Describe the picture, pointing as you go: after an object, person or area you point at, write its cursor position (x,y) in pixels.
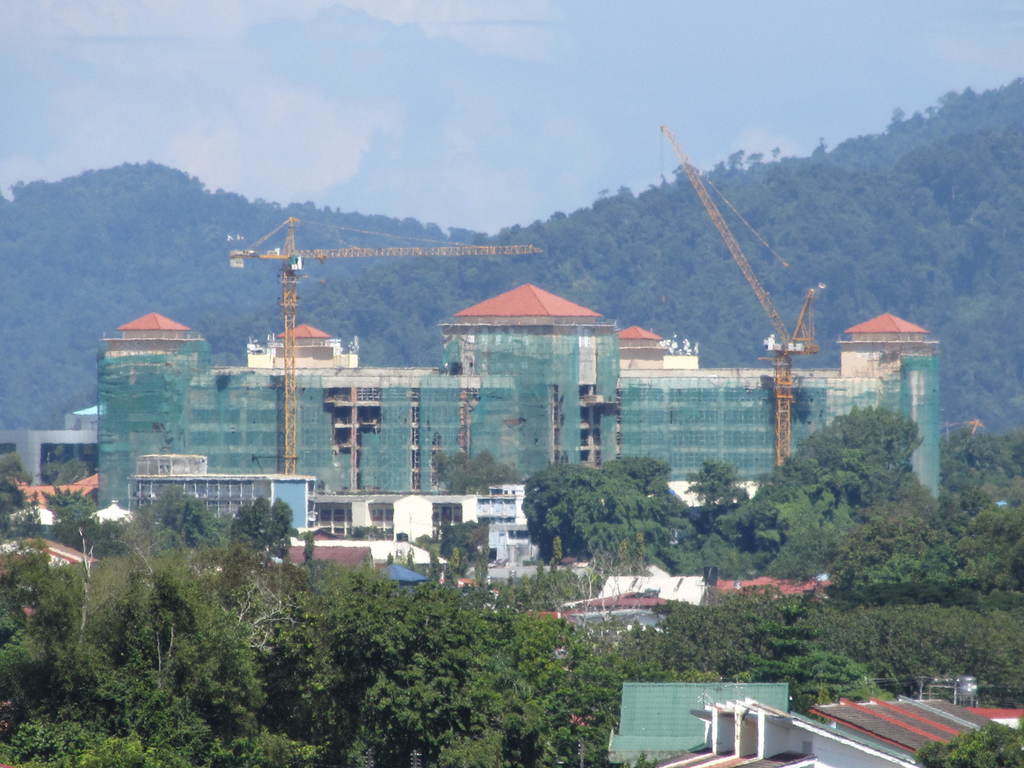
In this image there are few buildings (197,468), houses (623,621), trees (98,583), cranes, mountains (948,244) covered with trees (468,280) and some clouds (323,95) in the sky (402,115).
